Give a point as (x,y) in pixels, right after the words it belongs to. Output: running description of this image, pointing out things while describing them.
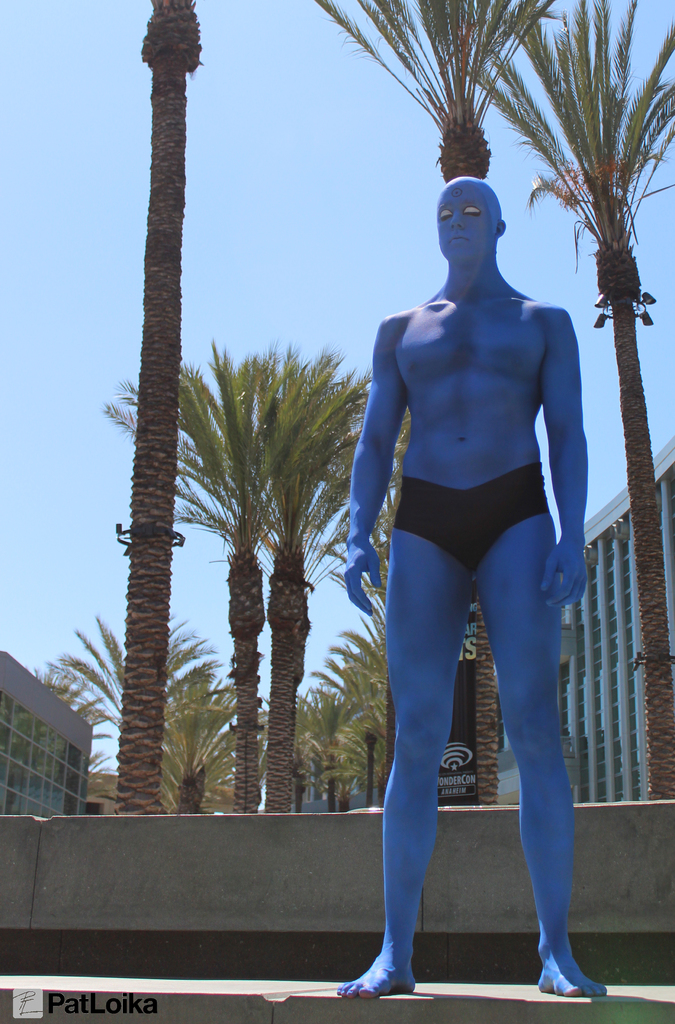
Here in this picture we can see a person (394,542) painted in blue color standing over a place (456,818) and behind him we can see buildings (29,701) present and we can also see trees (482,670) present and we can also see the sky (325,612) is clear.
